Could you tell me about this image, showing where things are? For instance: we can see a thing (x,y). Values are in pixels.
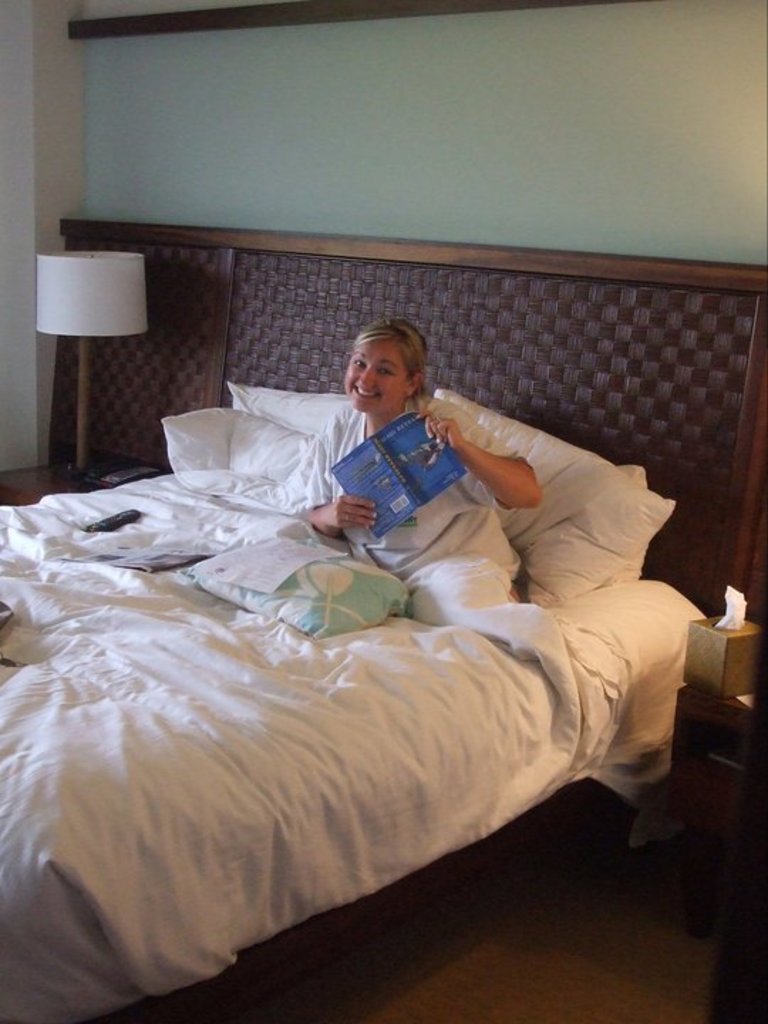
In this image I can see a person (450,556) holding the book (419,496) and sitting on the bed (366,788).
